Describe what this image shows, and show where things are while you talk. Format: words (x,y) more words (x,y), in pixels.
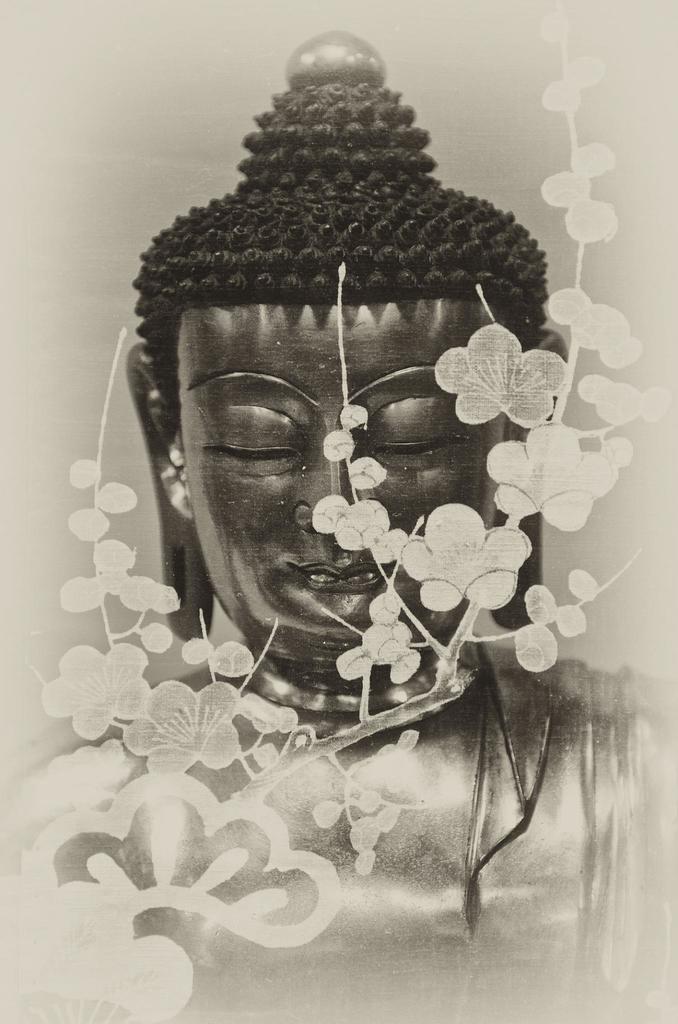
It is an edited image. In this image we can see the statue of the Buddha (429,690) with flowers (627,342).
